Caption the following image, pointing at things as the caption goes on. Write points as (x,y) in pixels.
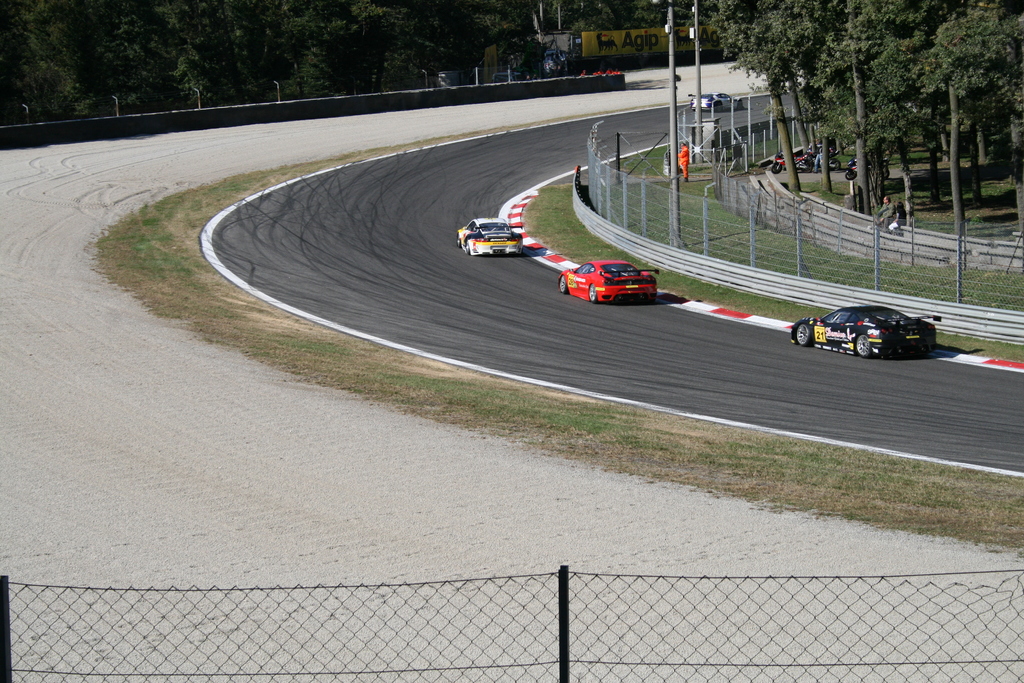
In this image there is a road (494,375). There are vehicles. There is grass (615,429). There are trees (934,35). There is a wall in the background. There is fencing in the foreground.
